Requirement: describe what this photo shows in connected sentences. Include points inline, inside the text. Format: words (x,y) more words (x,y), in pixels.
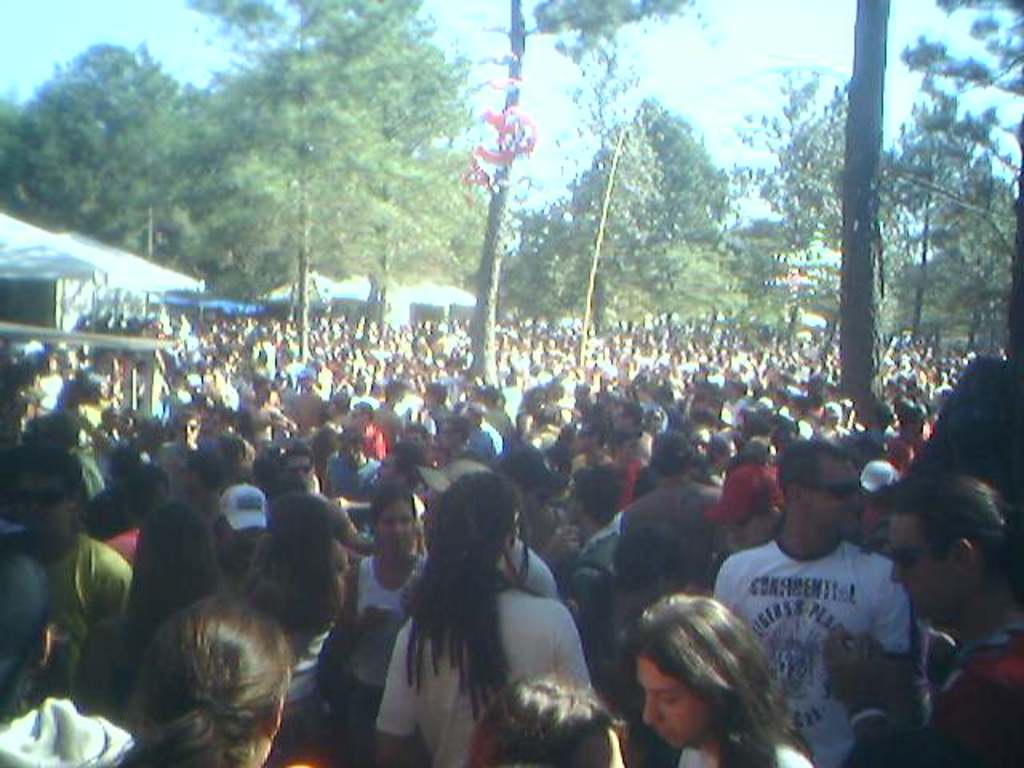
This is an outside view. Here I can see a crowd of people (488,404) standing. In the background (627,221) there are some trees (532,236). On the left side (65,276), I can see few tents (170,277). At the top of the image (83,17) I can see the sky (62,18).
